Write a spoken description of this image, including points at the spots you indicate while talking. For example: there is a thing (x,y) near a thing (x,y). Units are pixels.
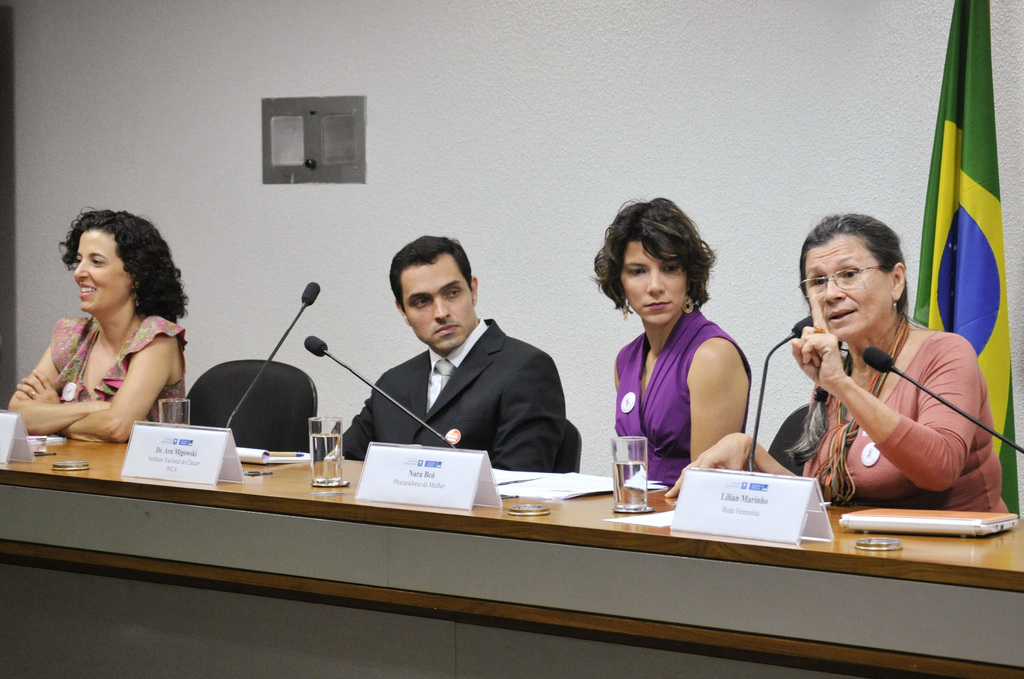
In this image there are people (933,458) sitting on the chairs (277,440). In front of them there is a table (816,556). On top of it there are name boards (372,476), mike's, glasses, papers (287,460). There is a laptop (961,519). Behind them there is a wall (700,85). On the right side of the image (992,395) there is a flag (938,222).
